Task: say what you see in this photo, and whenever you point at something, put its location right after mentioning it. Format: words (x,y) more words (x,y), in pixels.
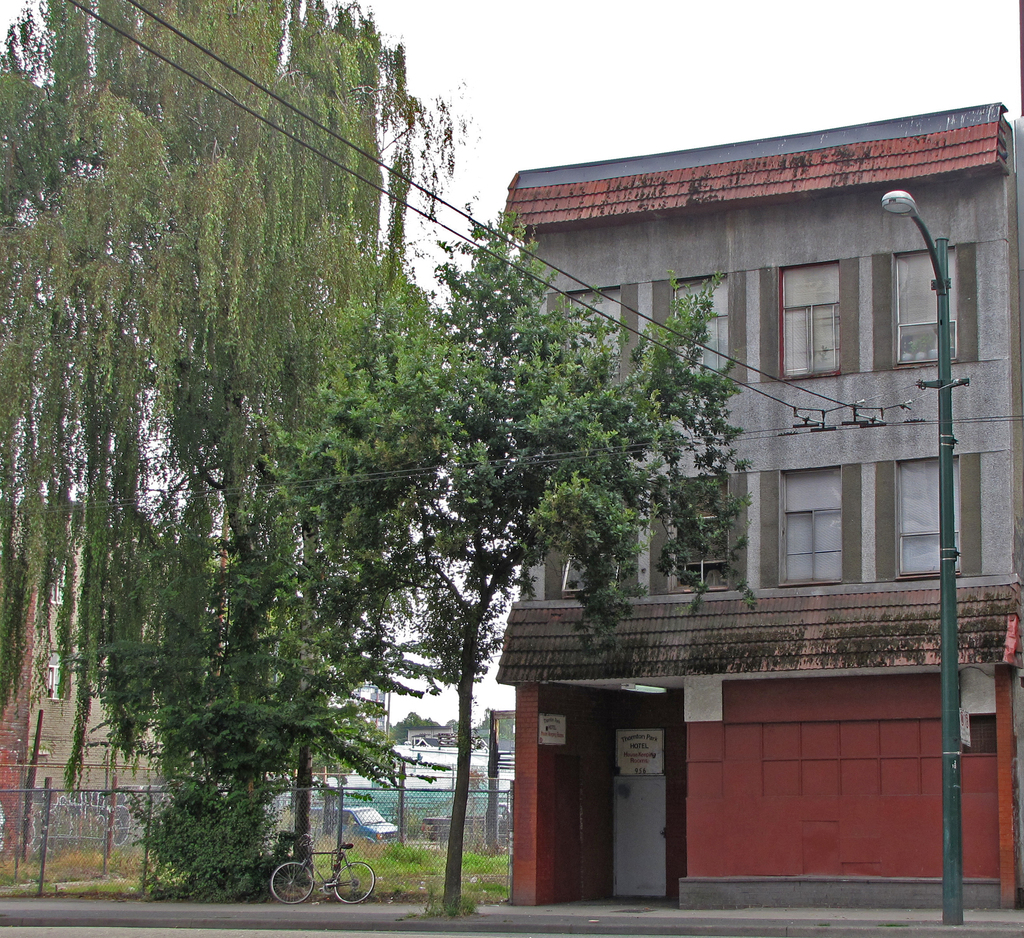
In this image we can see houses (809,495), trees (321,716), fencing (297,830), bicycle (373,879), light pole (945,823). At the top of the image (608,35) there is sky (662,88). At the bottom of the image (504,937) there is road (36,934).
